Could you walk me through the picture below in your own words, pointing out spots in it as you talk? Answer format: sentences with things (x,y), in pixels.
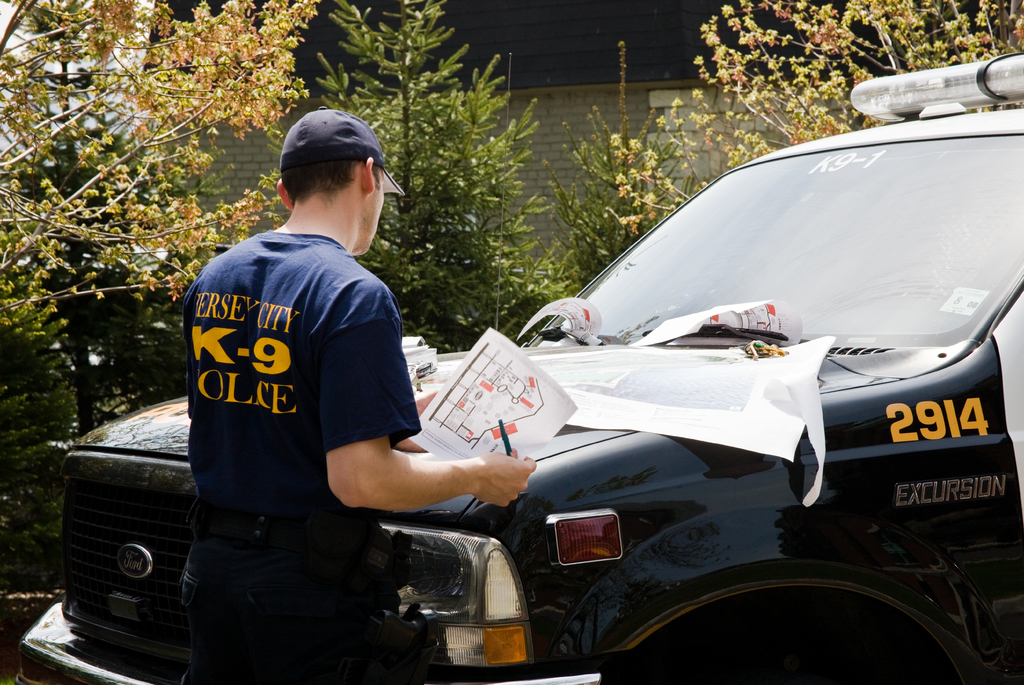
In this image we can see this person (310,460) wearing blue T-shirt (216,414) and cap (395,189) is holding a pen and paper (506,396) and standing near the vehicle (607,642) where a few more papers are kept here. In the background (140,49), we can see trees (93,199) and brick house (588,66).
